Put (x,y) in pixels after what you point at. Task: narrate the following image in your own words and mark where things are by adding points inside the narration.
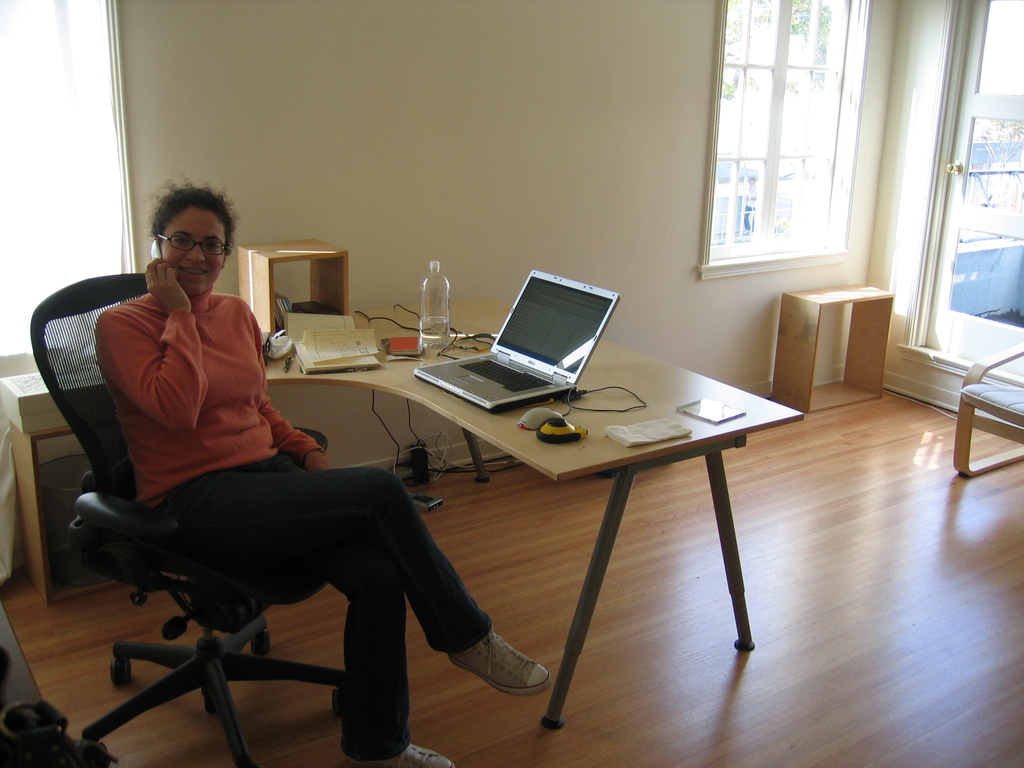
there is a woman (150,417) sitting in a chair (135,279) is talking in a mobile phone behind her there is a table (635,377) with the laptop (466,359) water bottle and book (369,333) in it.
